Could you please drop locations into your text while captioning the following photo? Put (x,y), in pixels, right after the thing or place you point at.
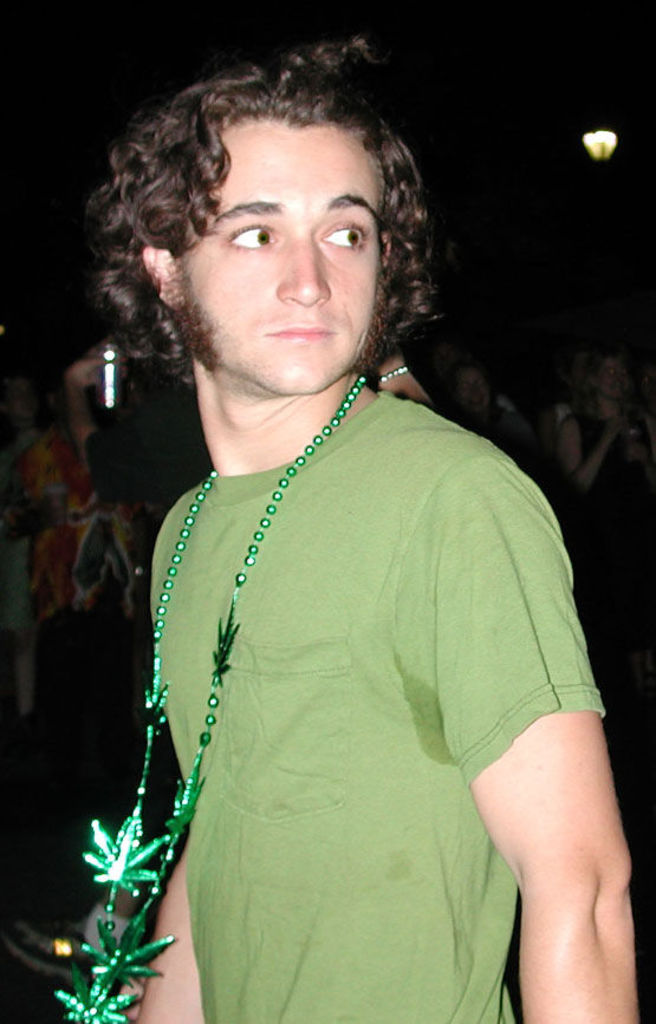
In this picture I can see there is a man (309,631) standing and he is looking at the right side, he is wearing a necklace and there are a few people (609,383) standing in the backdrop (499,413) and the rest of the backdrop is dark.
